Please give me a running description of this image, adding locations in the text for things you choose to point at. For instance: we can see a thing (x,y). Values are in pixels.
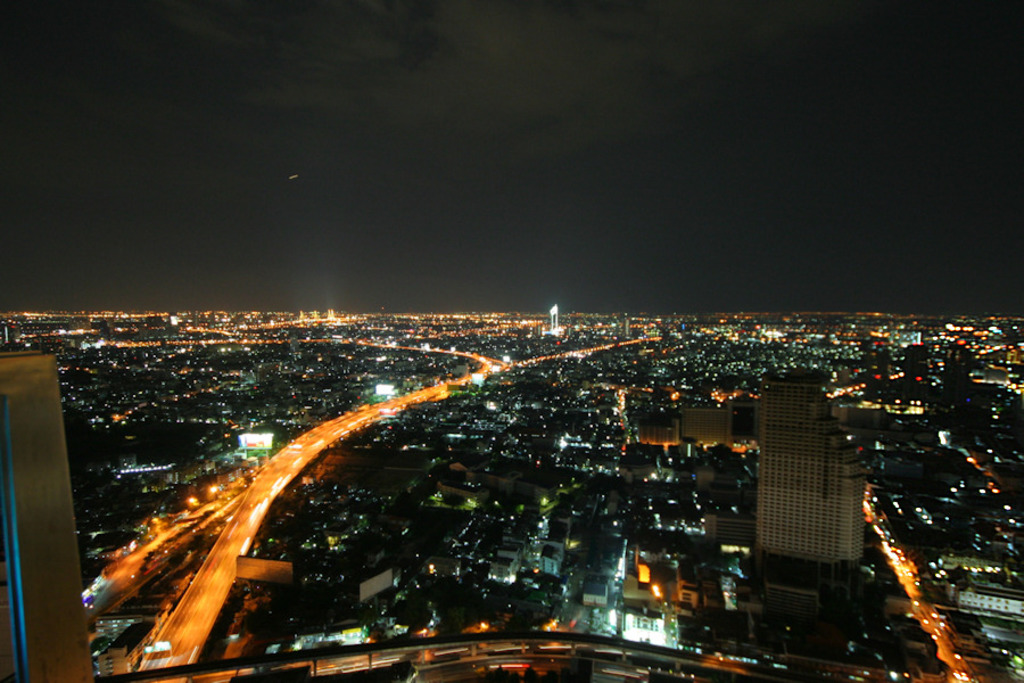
In this picture we can see buildings (655,427) and lights (587,390). In the background (572,214) there is sky (910,189).
